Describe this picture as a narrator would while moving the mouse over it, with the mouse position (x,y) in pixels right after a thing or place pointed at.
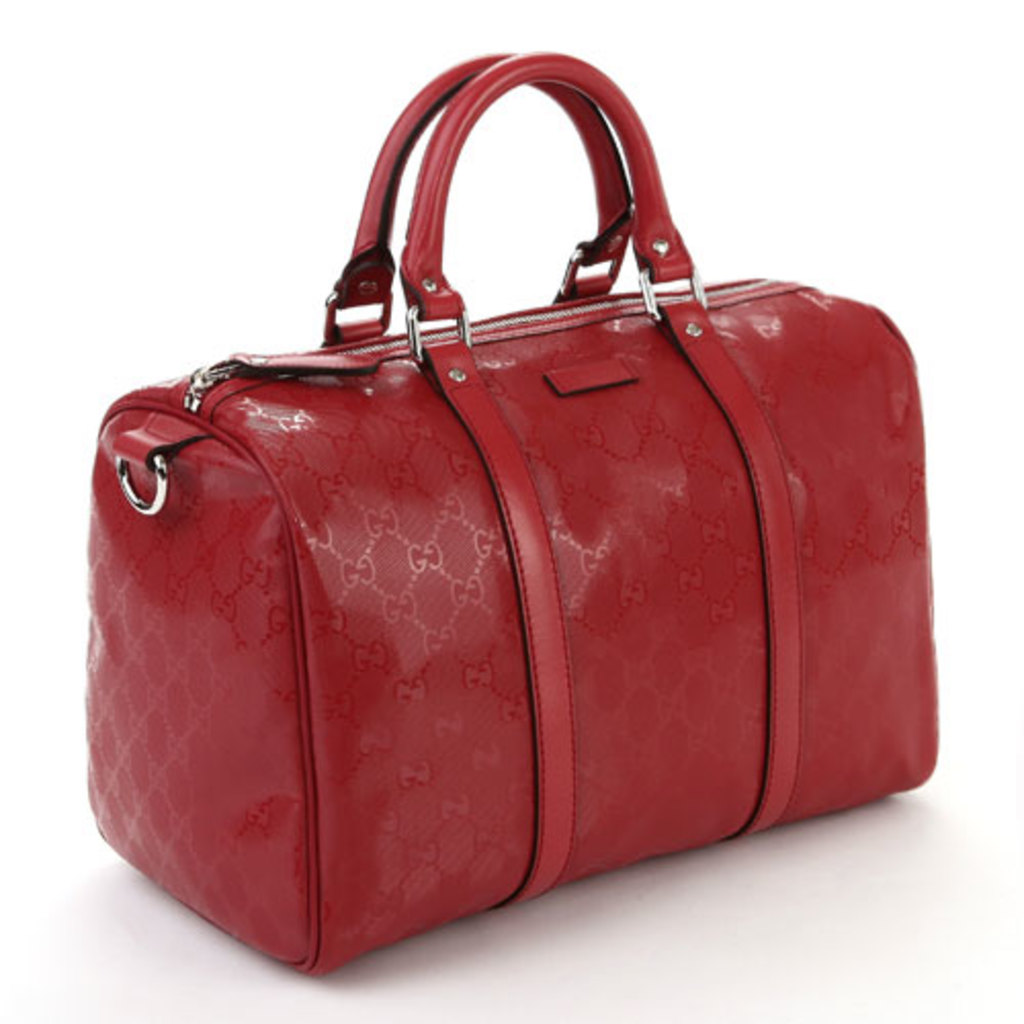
It is a picture of a bag (512,427) which is of red color it has a silver zipper (456,331) and two red color handles (414,197) to carry the bag (224,432).
